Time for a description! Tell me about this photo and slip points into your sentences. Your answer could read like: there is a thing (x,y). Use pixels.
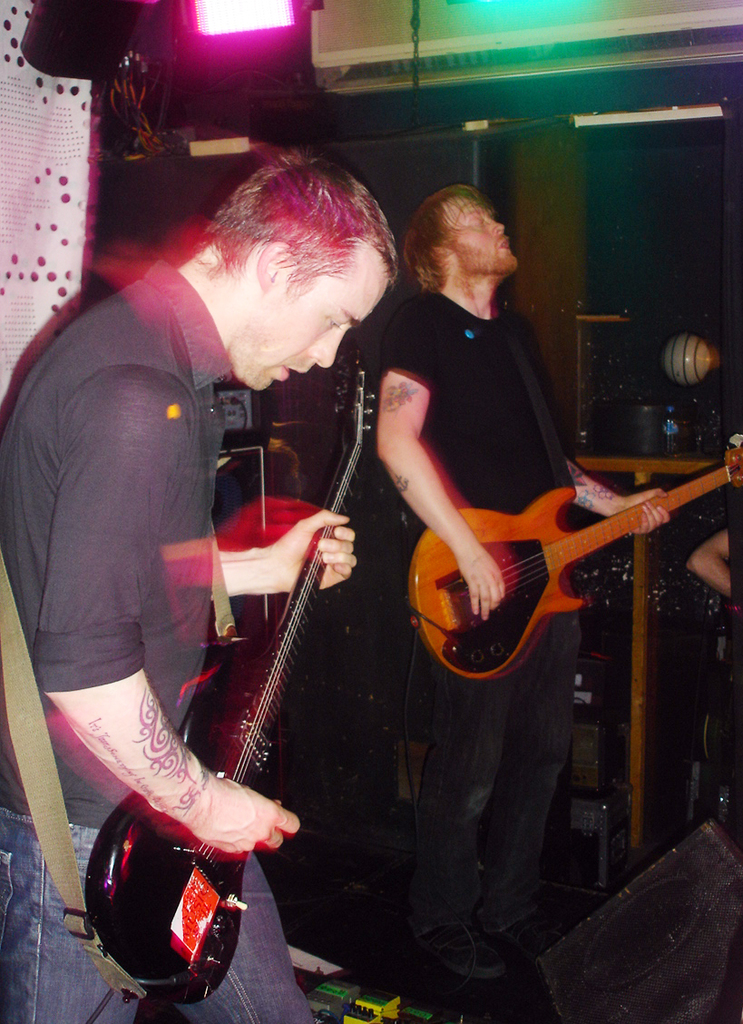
In this picture we can see two men (140,634) holding guitars (512,527) in their hand (334,541) and playing it and in background (22,164) we can see cloth (56,156), light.
